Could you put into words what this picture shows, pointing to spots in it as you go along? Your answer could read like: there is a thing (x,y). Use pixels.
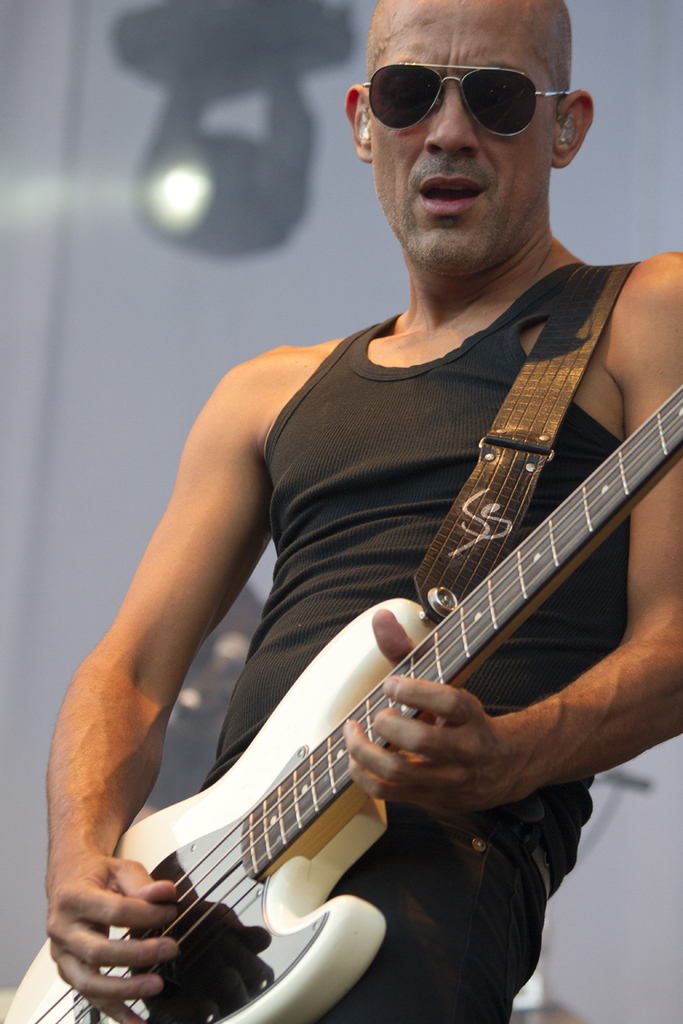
In this image I can see a man (370,886) playing a guitar (186,879). In the background (207,147) I can see a light (182,191). This man (367,431) is wearing black color vest (367,489) and black color goggles (486,95).
